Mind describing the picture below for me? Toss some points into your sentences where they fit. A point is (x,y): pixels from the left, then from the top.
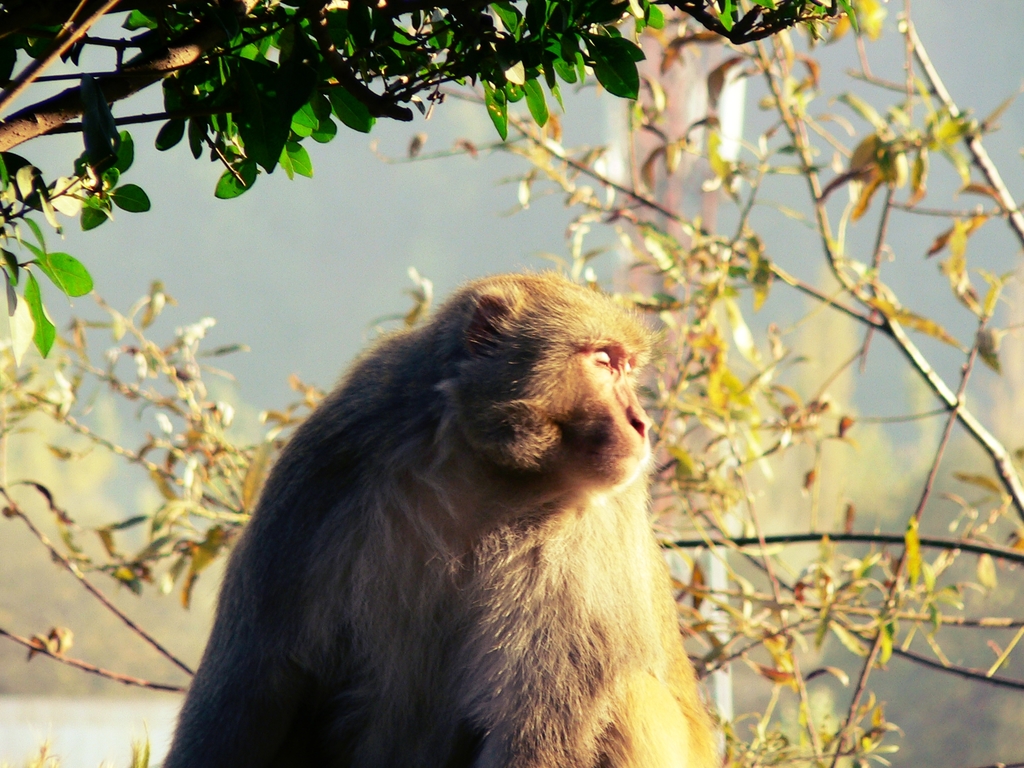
In this image there is a monkey (454,558). Behind there are few stems (135,74) having leaves (96,91). There are plants (108,551) on the land (63,722).
